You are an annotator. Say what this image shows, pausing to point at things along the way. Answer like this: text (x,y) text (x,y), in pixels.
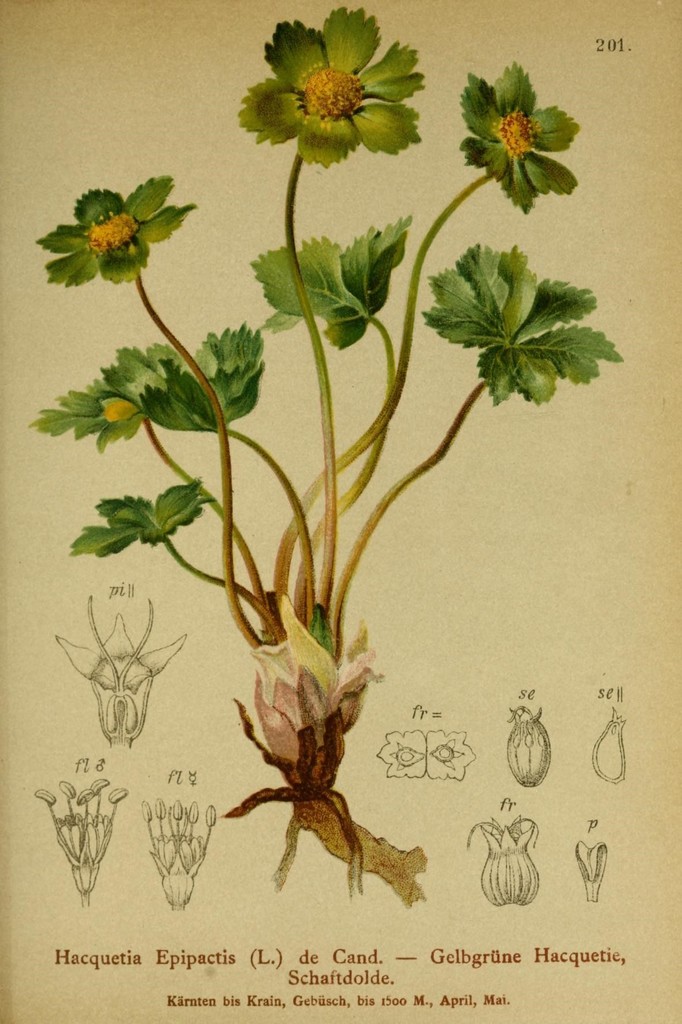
In the image there is a painting (190,394) of the plant (312,589) with leaves (350,272) and flowers (300,97). At the bottom left of the image (118,683) there are parts of the flower (81,831) and also at the right bottom of the image (542,708) there are parts of the plant (437,752). At the bottom of the image (475,981) there is something written.
